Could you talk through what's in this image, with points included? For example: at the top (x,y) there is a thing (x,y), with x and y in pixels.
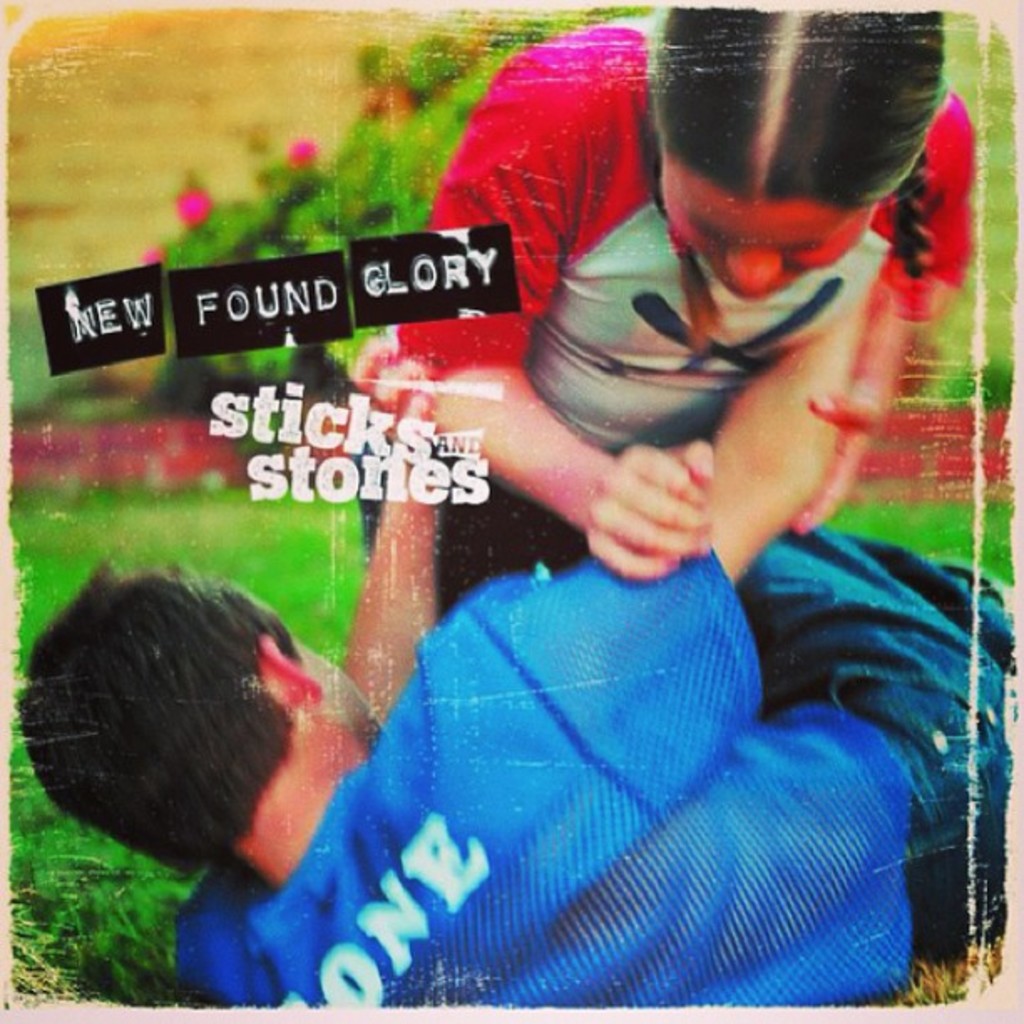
In the image two people (547,400) are doing fighting. Behind them there is grass (134,523) and there are some logos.
